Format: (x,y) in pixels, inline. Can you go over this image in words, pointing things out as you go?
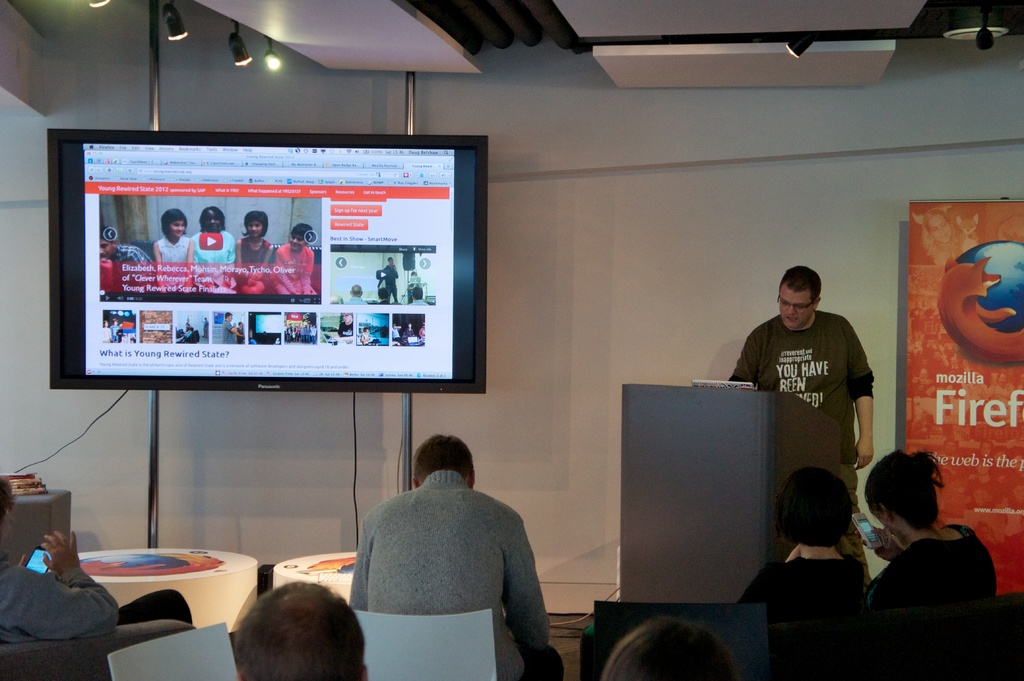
The picture is taken inside a closed room (592,487) in which where people (959,582) are sitting in front of the person (837,374) who is standing at the stage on the podium (718,460) and at the left corner of the picture (90,325) there is one led screen (360,140) and at the right corner of the picture (1016,236) there is one poster (1014,353) present with text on it.
